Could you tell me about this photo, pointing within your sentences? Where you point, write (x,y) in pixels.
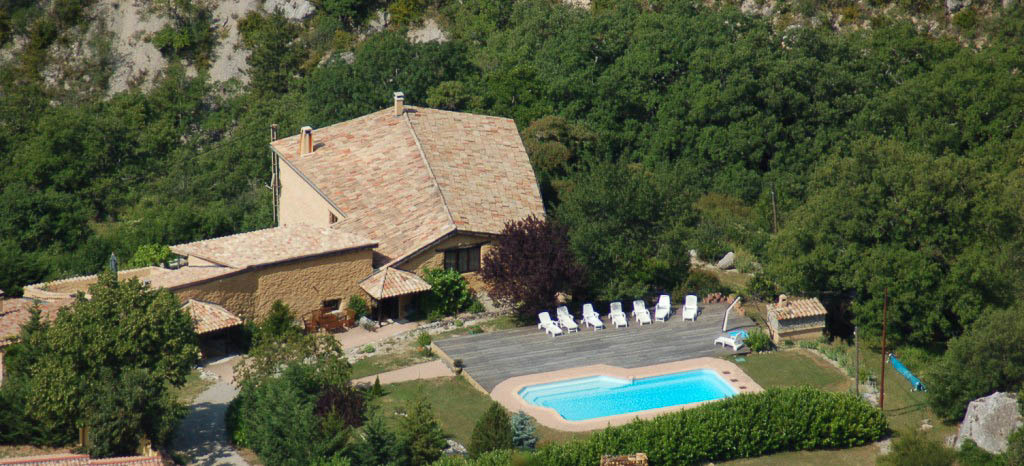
In the image we can see the building (345,202) and window (455,261) of the building (470,260). There are rest chairs (638,311), white in color and a swimming pool (616,400). There are many trees (329,121), poles (858,334), path (367,380) and the grass (395,393).
